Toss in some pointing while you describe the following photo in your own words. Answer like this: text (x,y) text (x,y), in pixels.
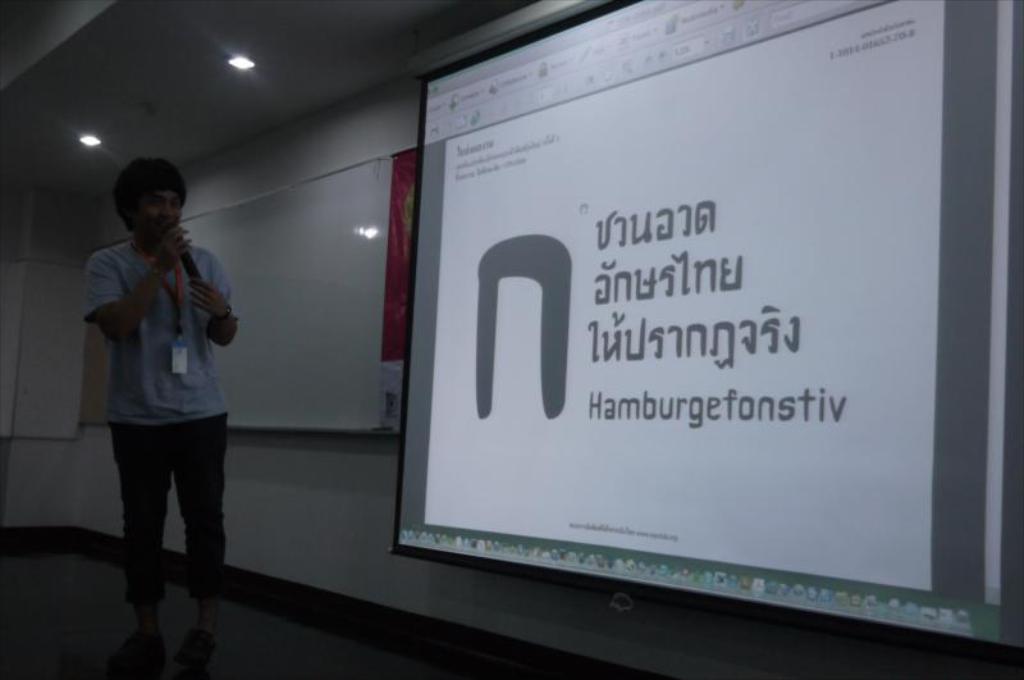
In this picture I can see there is a man (123,341) standing and speaking in a microphone (183,246) and there is a screen (799,342) on to right side (873,432) and there are lights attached to the ceiling (210,143).
